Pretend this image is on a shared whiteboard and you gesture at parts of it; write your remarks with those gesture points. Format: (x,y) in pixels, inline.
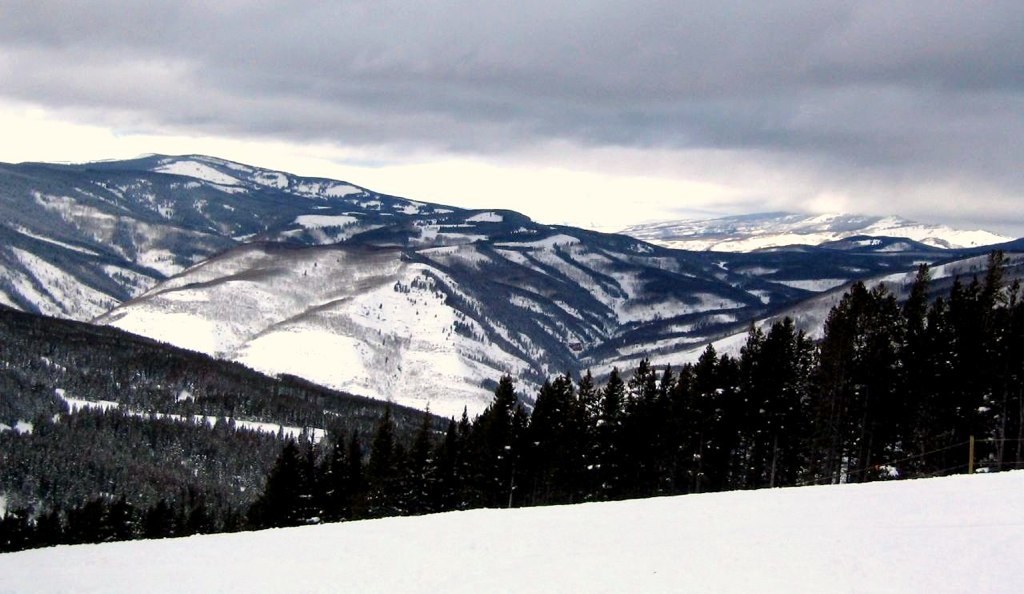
This picture is clicked outside the city. In the foreground (385,552) we can see there is a lot of snow (1002,471) and we can see the trees (961,372). In the background (216,131) we can see the sky (457,99), hills (587,278) and some other objects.
